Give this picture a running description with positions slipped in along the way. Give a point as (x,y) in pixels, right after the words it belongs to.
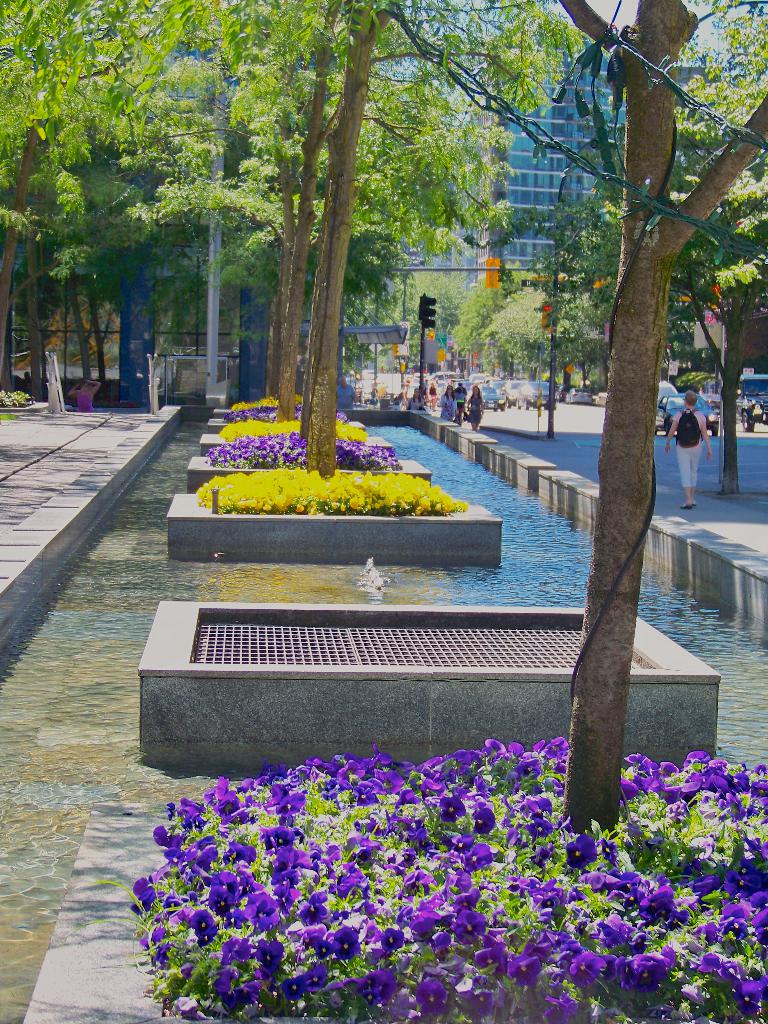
This image consists of many trees (256,74) and plants (141,898). We can see colorful flowers (579,962) in this image. On the right (515,532), there is water (654,593). And many people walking on the road (588,473). In the background (745,396), we can see many cars (752,386) and buildings (85,322).
